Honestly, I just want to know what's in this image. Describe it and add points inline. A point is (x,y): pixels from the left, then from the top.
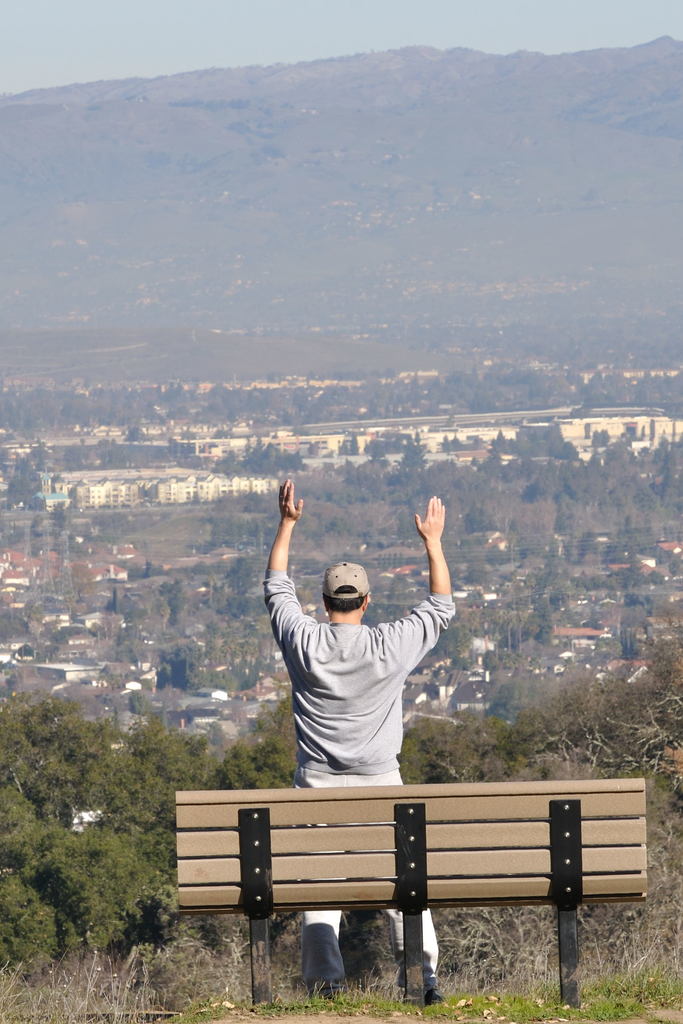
There is a person (372,743) standing in front of a bench (441,871). In the background (204,289) we can see sky (129,13), mountain (274,251), trees (37,788) and buildings (333,462).
